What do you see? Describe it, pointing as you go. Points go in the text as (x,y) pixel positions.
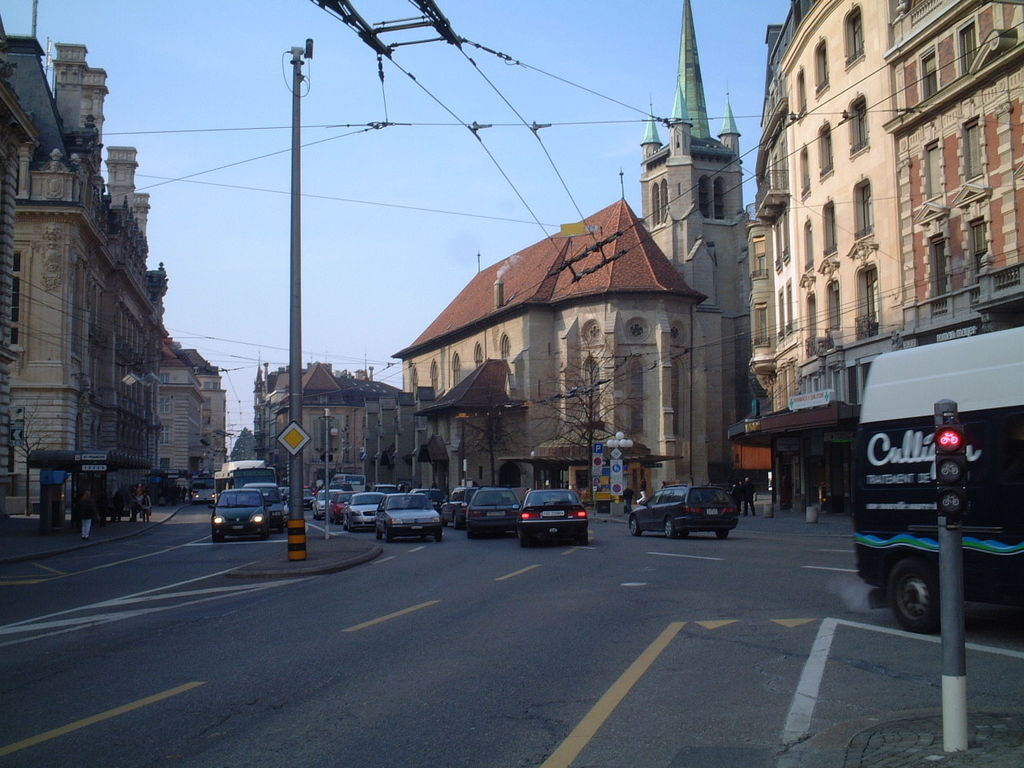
In the foreground of the picture (671,534) I can see the road (649,534) and there are vehicles (543,526) on the road (801,546). There are buildings (169,368) on the left side (157,290) and the right side (934,213). I can see the electric poles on the side of the road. I can see a few people (141,487) walking on the side of the road (791,583) on the left side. There are no clouds (357,273) in the sky (334,287). I can see the trees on the side of the road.
